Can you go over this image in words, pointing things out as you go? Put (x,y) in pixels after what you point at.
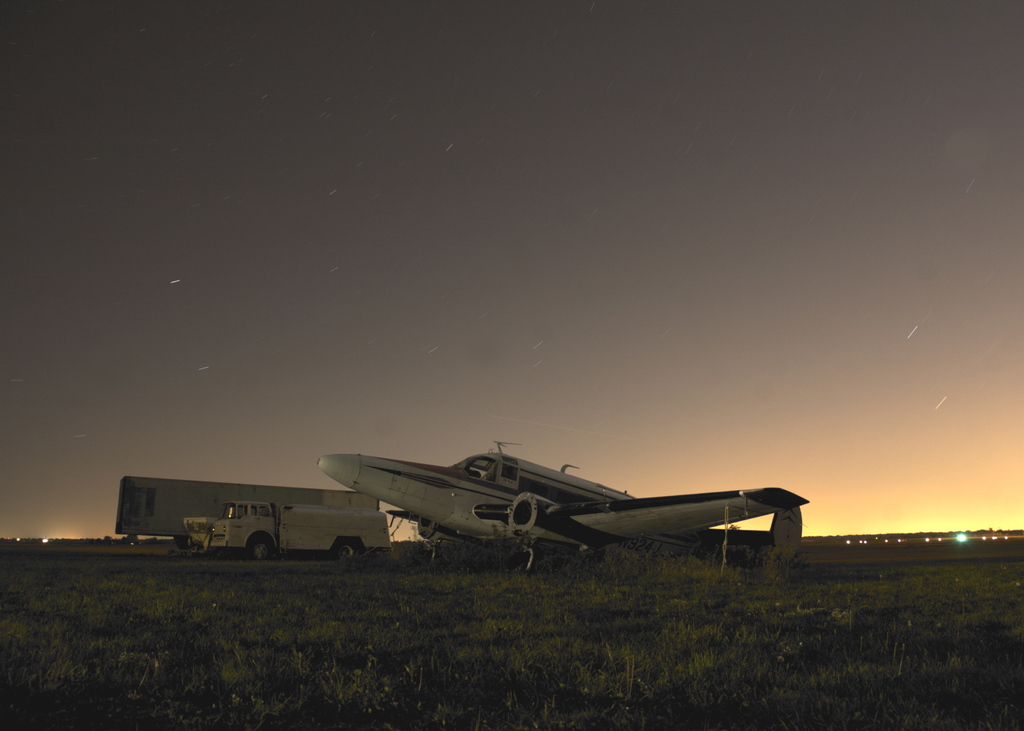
In the given picture there is an airplane (549,496) and a bus (285,526). Sorry and a truck (277,528) here. Which are on the open land (335,615) with some grass (733,643) on it. In the background (956,537) we can observe some lights (898,541) here. And above the lights (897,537) there is a sky (757,368).
